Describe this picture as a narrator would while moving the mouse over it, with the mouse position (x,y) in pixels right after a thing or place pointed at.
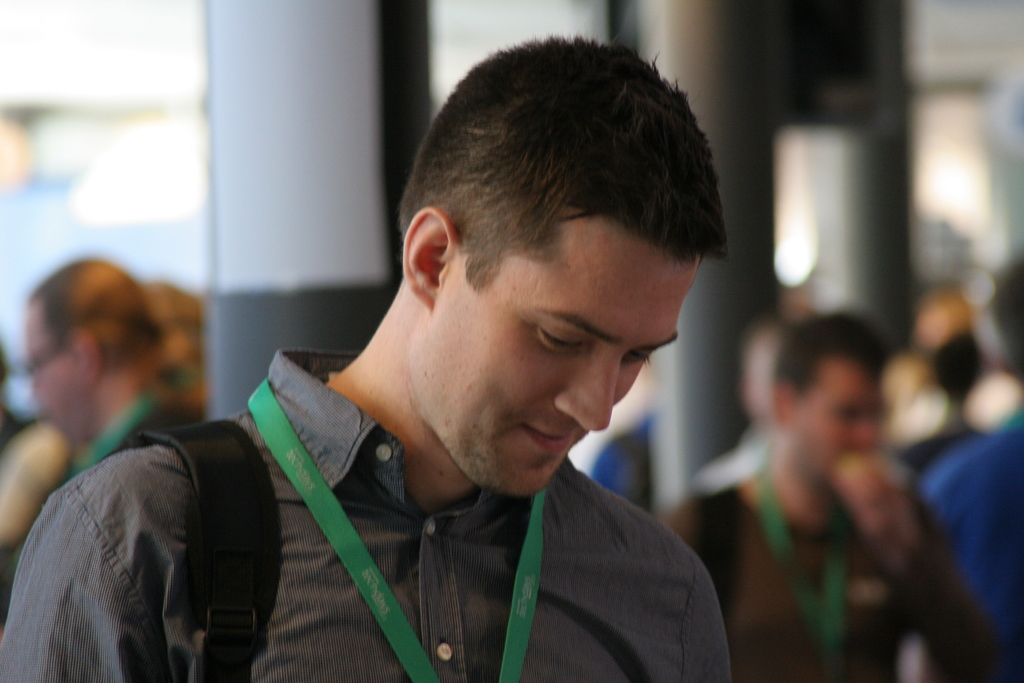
In this picture we can see a man (289,623) smiling and at the back of them we can see a group of people (155,294), some objects (404,128) and in the background (323,142) it is blurry.
